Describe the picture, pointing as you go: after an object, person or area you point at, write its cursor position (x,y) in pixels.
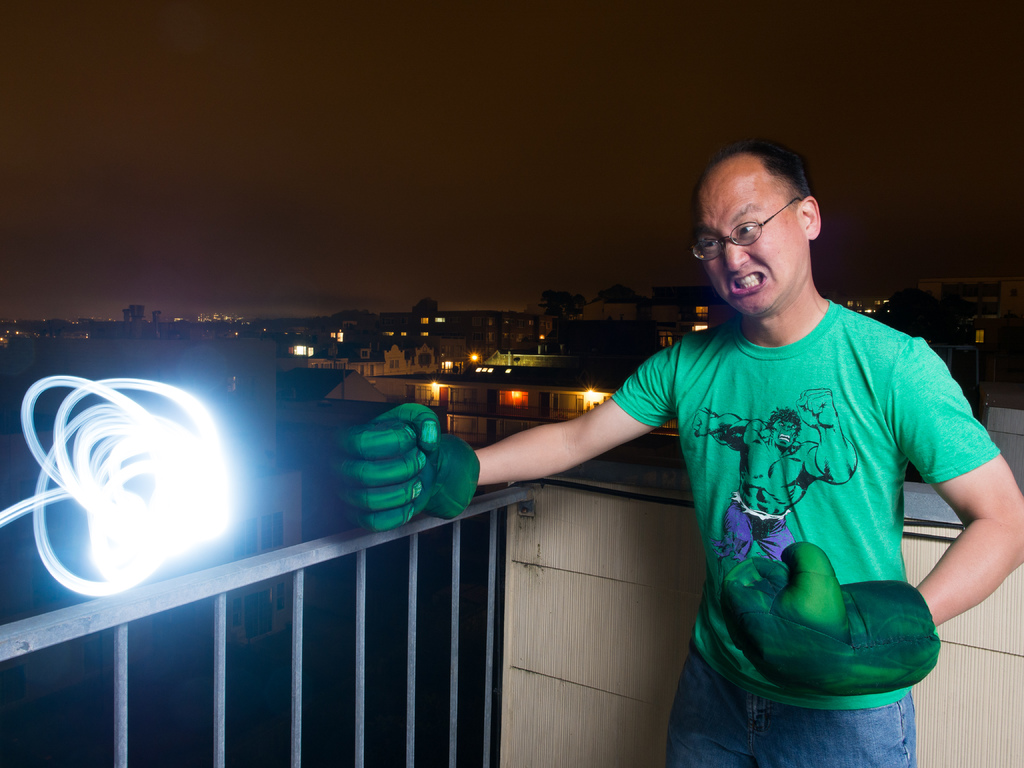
In this image, I can see a person (738,703) standing with hand gloves (430,504) and spectacles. At the bottom of the image (300,675), I can see an iron grille (124,707) and light (146,522). Behind the person (649,380), there are buildings (396,347), lights (443,318) and trees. In the background (128,201), there is the sky (122,180).
